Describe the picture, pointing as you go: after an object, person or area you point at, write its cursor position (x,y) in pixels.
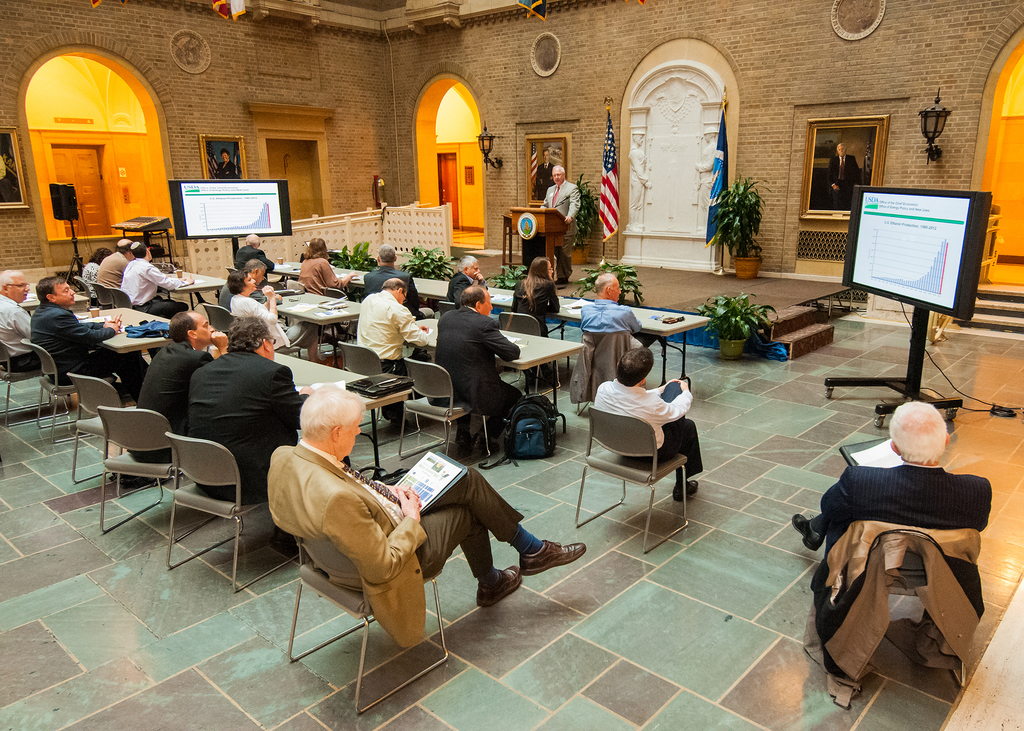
In this picture we can see a man (559,178) standing at podium (552,253) and talking and in front of him we can see people (163,382) sitting on chair (118,286) and listening to him and aside to them we have screens (909,211), speakers (66,214) and in background (369,136) we can see fence (380,225), wall (585,79), arch (459,121), light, flags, frames (831,158), flower pot (744,267) with plant (755,219) in it.
